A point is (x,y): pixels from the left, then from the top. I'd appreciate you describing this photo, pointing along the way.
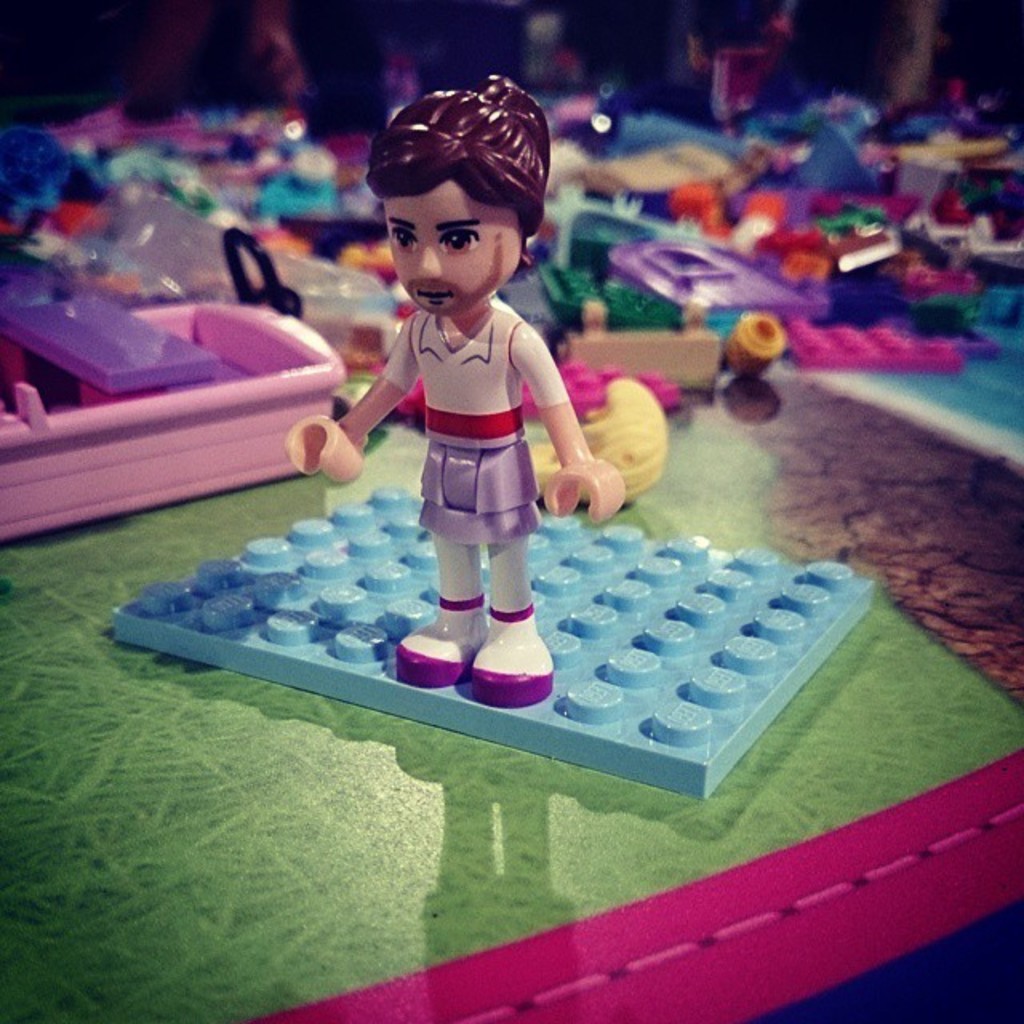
In this image we can see toys (585,340) on the mat (893,528) and a blurry background (652,25).
